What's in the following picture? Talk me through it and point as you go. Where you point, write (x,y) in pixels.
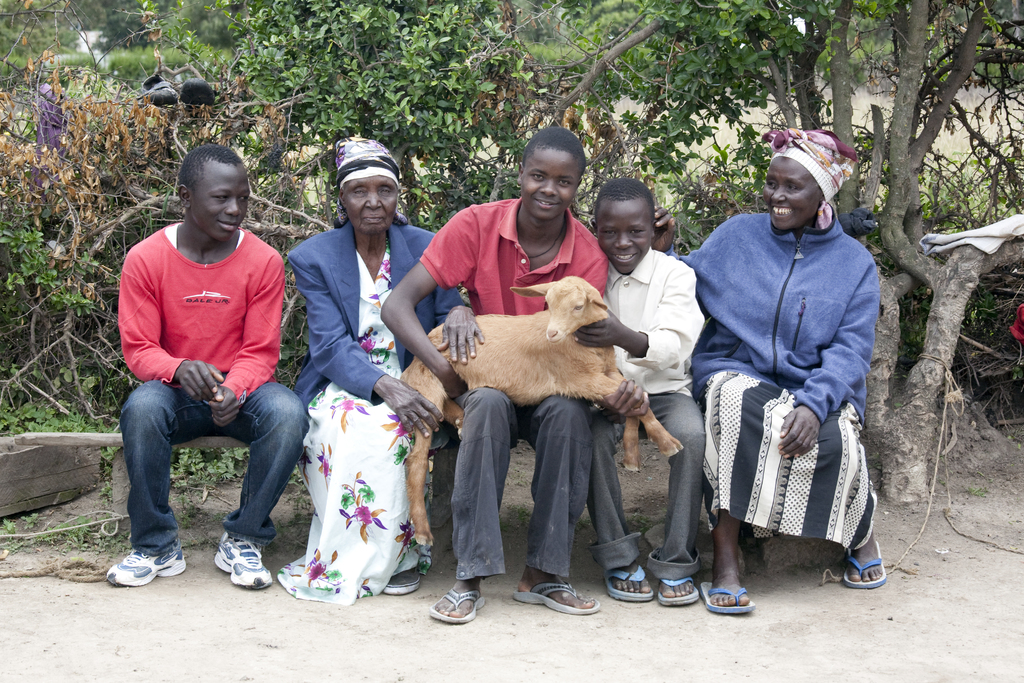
In this image we can see some group of persons (470,291) sitting on bench (96,434), person (584,405) wearing red color T-shirt (504,293) holding goat (542,351) in his hands (448,390) keeping it on his lap (474,395) and in the background of the image (394,76) we can see some trees (665,53).
